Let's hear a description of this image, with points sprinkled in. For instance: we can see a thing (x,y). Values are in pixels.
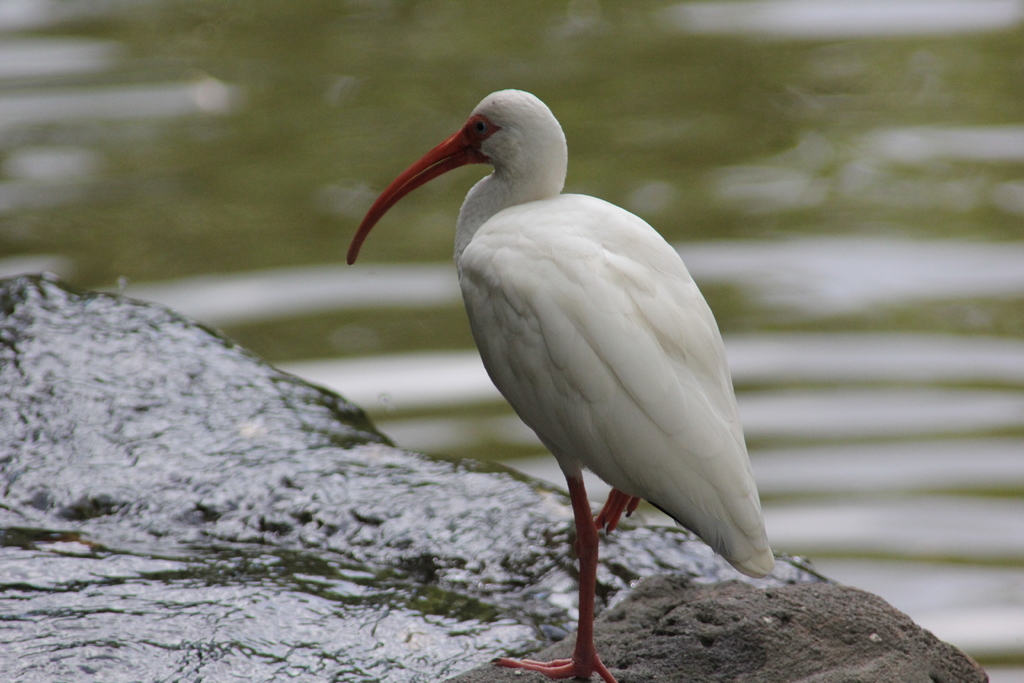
In this image there is a bird (578,398) standing in the front (585,384) and the background (404,97) is blurry.
